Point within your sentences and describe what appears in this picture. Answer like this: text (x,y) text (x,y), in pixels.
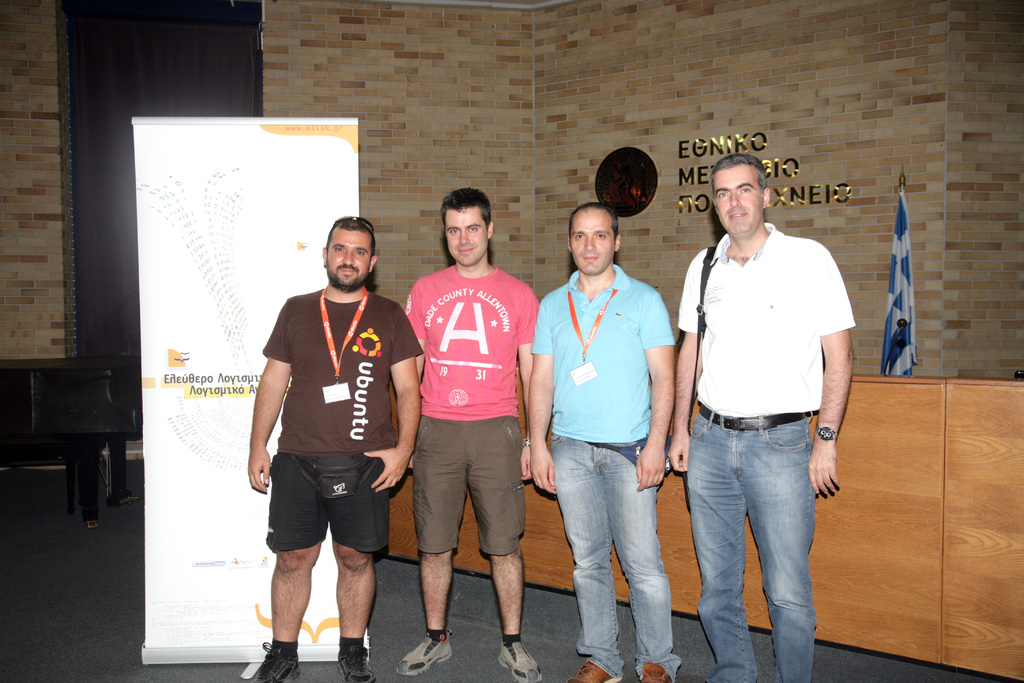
In this image there are a few people (415,419) standing, behind them there is a banner (217,576) with some text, beside the banner (196,456) there is like a table (103,446). In the background (429,91) there is a wall (526,89) and a door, there is a cloth (907,221) hanging on the wall (868,212).
